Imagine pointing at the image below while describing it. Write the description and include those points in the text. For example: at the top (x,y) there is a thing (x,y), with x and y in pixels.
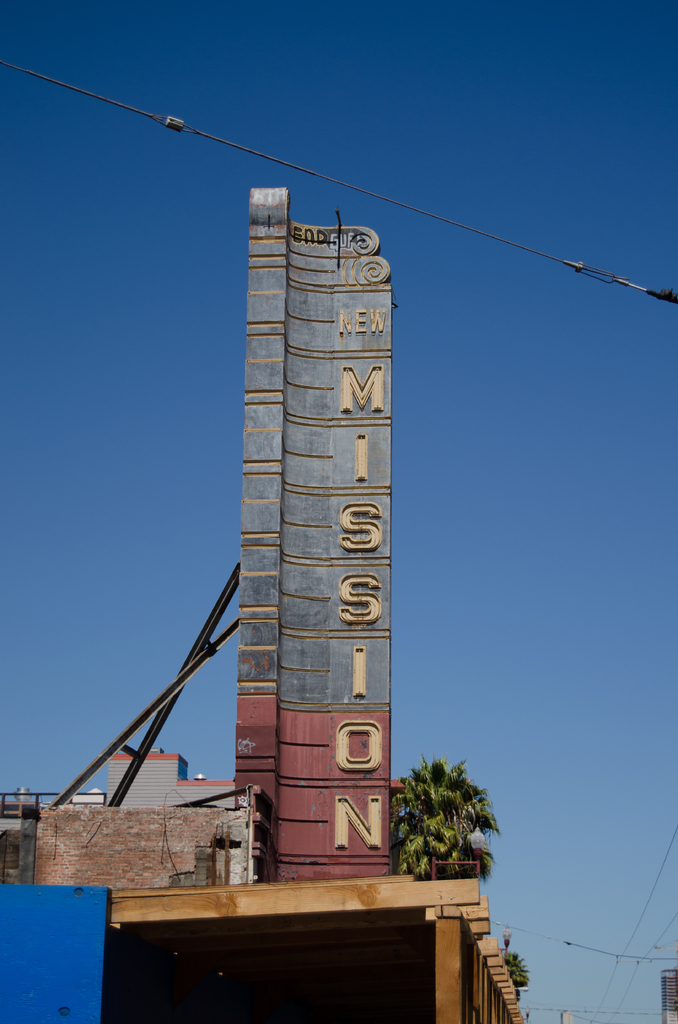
In this image I can see few buildings (256,853), few trees (429,834) which are green in color, a blue colored object (103,912) to the left bottom of the image (64,955), few metal rods (155,705) which are black in color and few wires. In the background (197,626) I can see the sky (197,626).
